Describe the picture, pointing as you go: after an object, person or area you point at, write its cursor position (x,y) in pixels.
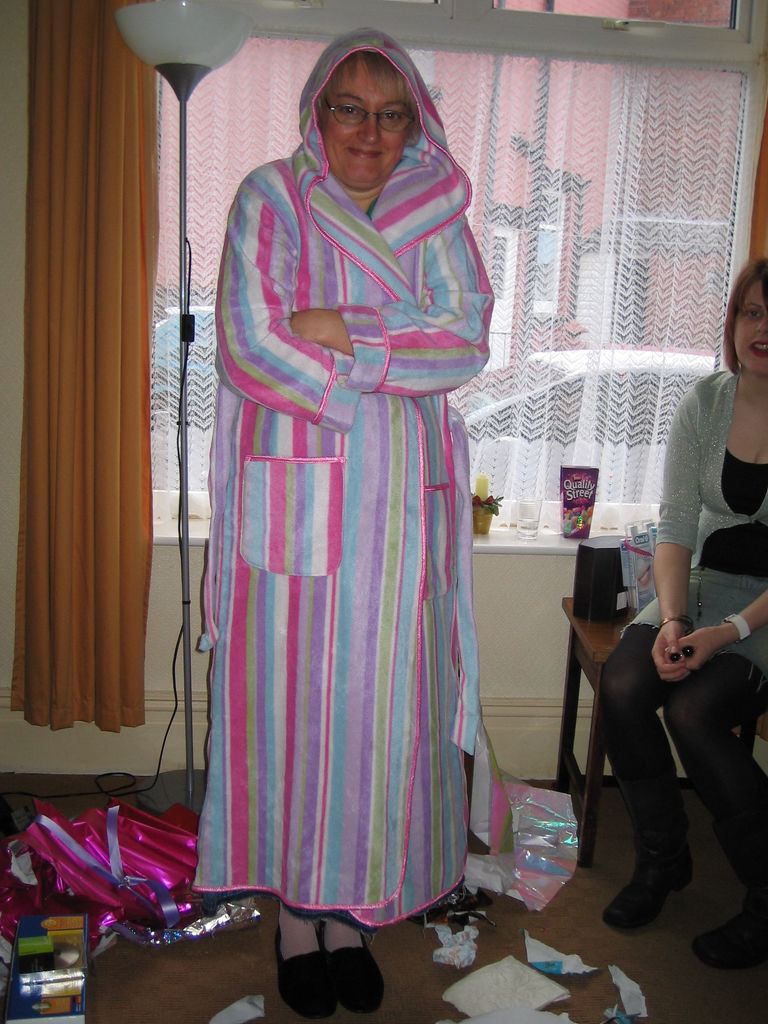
This picture is clicked inside the room (602,787). The woman (416,115) in the middle of the picture (380,445) wearing a pink and violet dress (297,456) is standing and she is smiling. Beside her, we see a woman (679,532) in grey and black dress (749,490) is sitting on the chair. Beside her, we see a table (592,642) on which black color object (578,600) is placed. Beside that, we see a glass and a pink color object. Behind her, we see a lamp (213,59), a yellow curtain (149,527) and a window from which we can see buildings (551,278) and cars (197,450). At the bottom of the picture (103,931), we see papers (161,931) and some decorative items (10,930).
